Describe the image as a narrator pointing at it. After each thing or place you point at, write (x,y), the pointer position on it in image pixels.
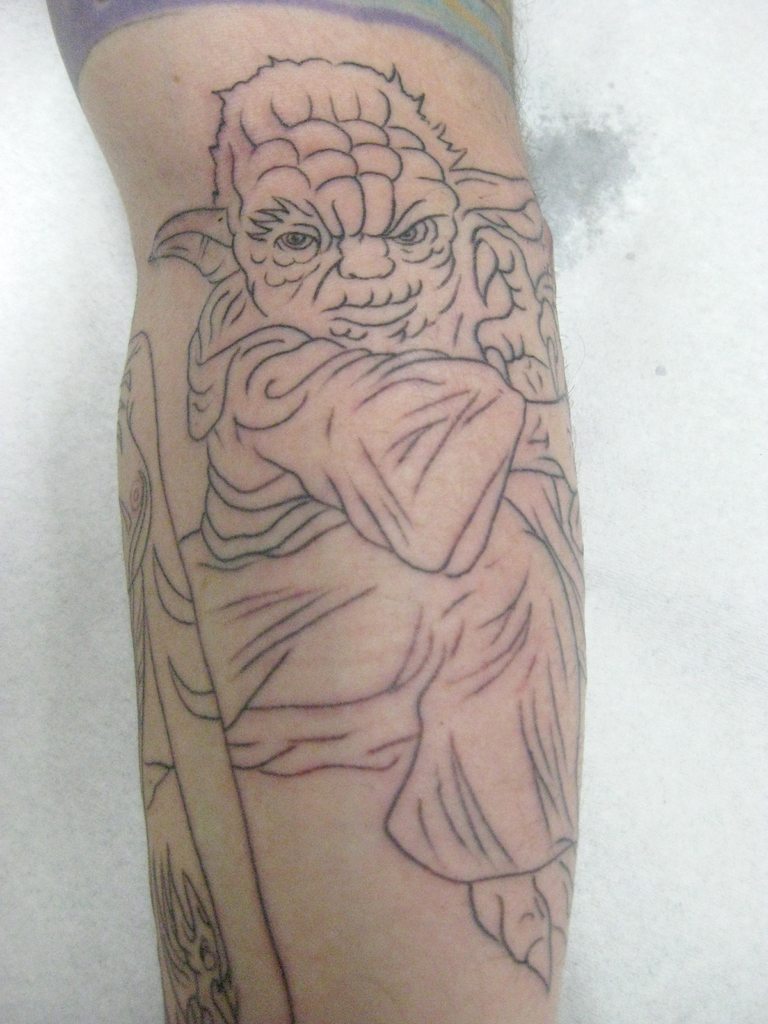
On the person hand (443,918) we can see tattoo (198,775). Background (754,318) it is in white color.
